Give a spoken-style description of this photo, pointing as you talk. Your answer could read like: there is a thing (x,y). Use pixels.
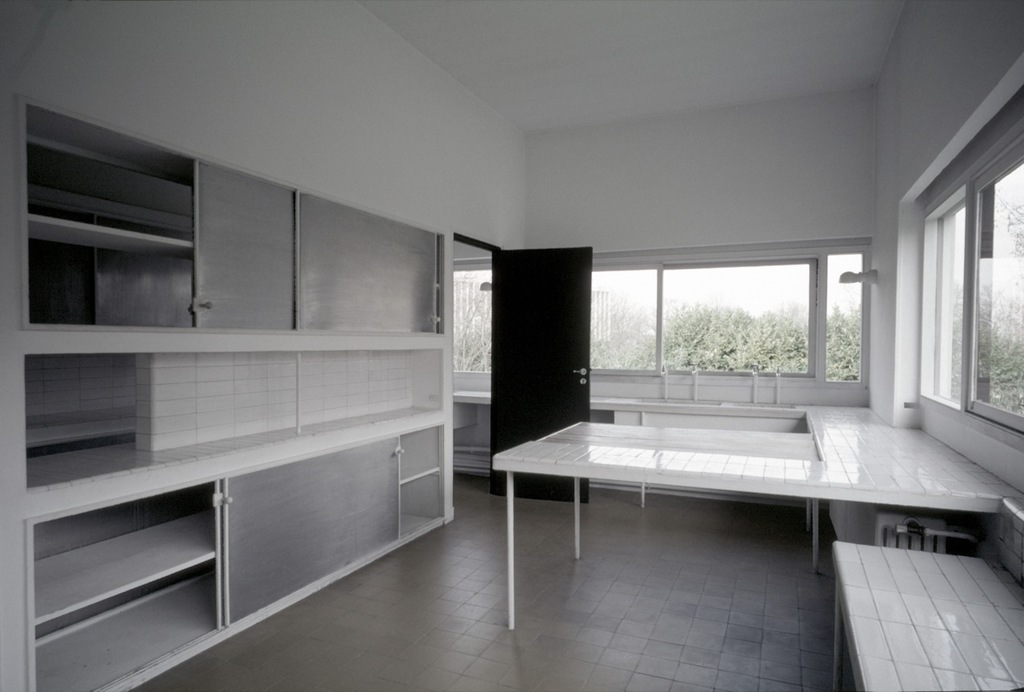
In this image there is floor (706,665). There are tables (976,502). We can see cupboards (445,443) in the left side (307,532). There is wall (944,152) with glass windows (462,313). There is door (543,475) in the center (529,356).
